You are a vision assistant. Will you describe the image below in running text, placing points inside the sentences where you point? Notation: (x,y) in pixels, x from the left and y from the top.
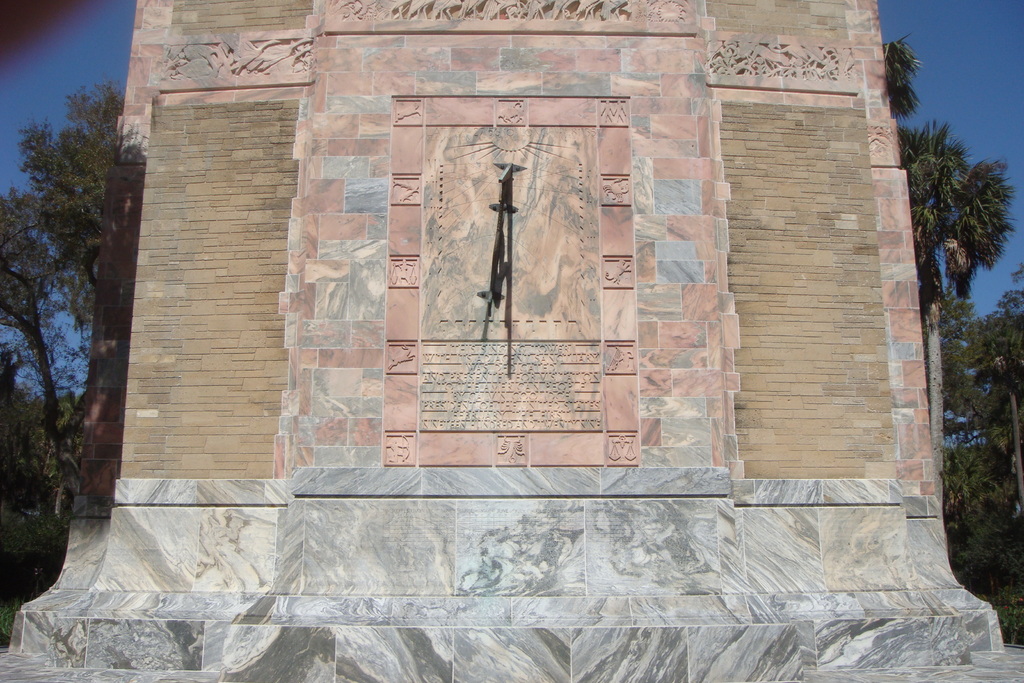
This picture might be taken from outside of the city and it is sunny. In this image, in the middle (349,287), we can see a wall (721,202). On the right side (970,191), we can also see trees (981,203). On the left side (33,399), we can see some trees (33,447) and plants (28,473). At the top (919,43), we can see a sky (934,37). In the left corner (68,12), we can also see a finger (51,3) of a person (40,33).
